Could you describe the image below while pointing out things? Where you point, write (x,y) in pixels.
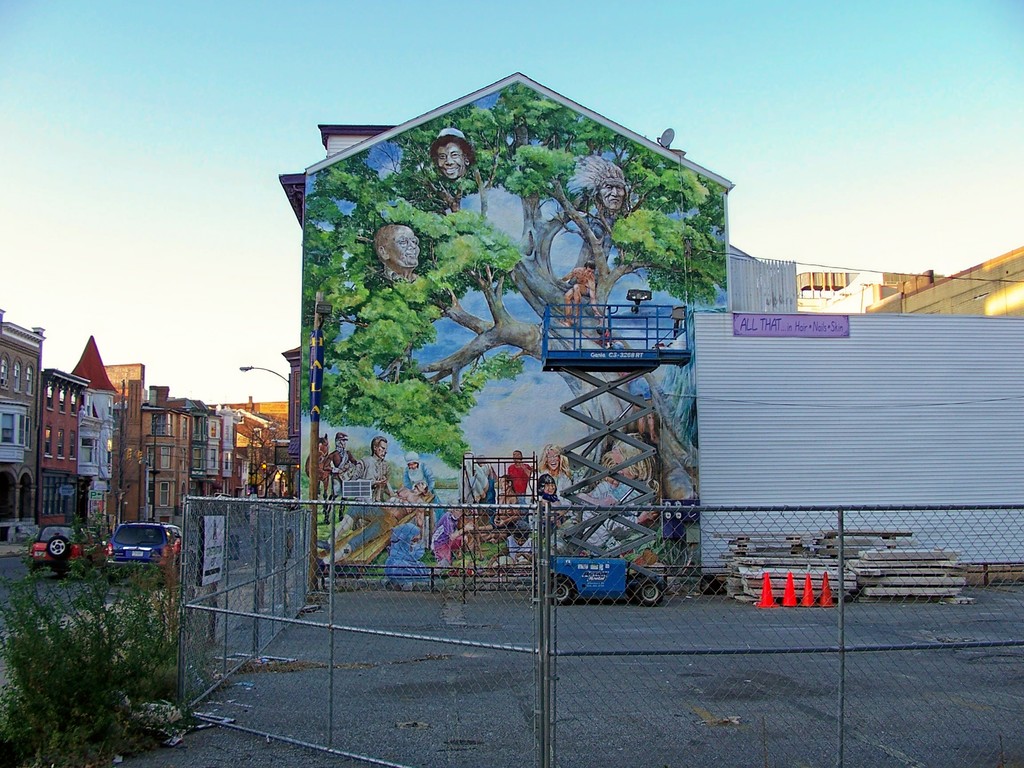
In the foreground (564,725) I can see the metal fence (723,587). In the background (540,453), I can see the buildings (137,503). I can see two cars (163,529) on the road (129,570) on the left side (162,538). I can see the painting (513,384) on the wall (514,438) of the building (569,212). I can see the lifting machine (583,369) and barriers (767,600). There are no clouds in the sky (183,159).
